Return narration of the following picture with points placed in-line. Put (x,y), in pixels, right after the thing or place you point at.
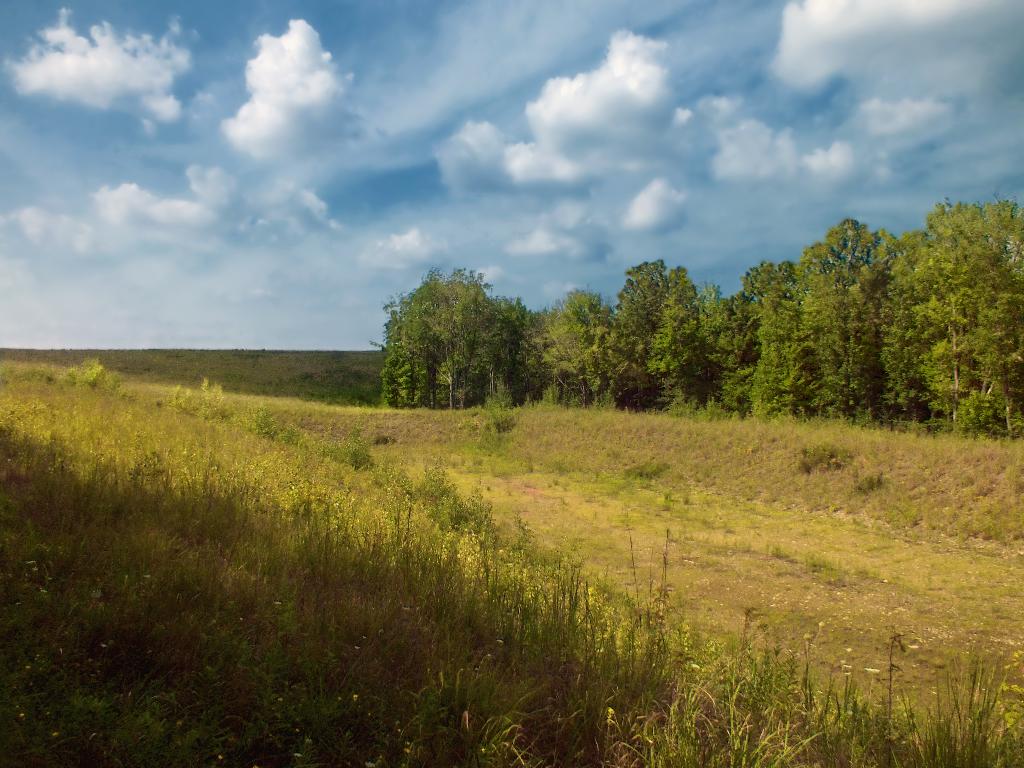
In this image, we can see trees (606,333) and at the bottom (710,578), there is ground (616,528) covered with grass (427,500). At the top (444,106), there are clouds (536,134) in the sky (520,185).
